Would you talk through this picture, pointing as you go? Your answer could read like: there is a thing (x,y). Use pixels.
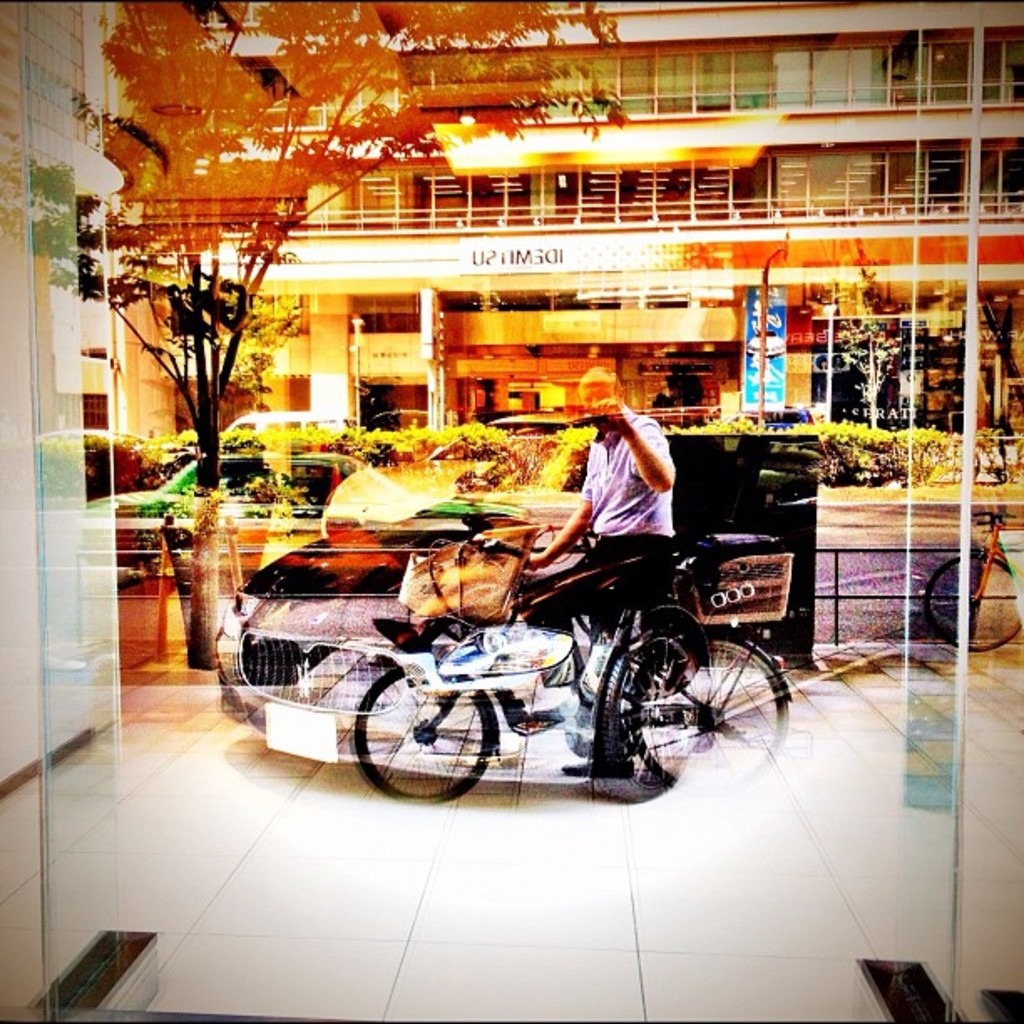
The image seems like an edited picture and there are trees (269,388), cars (241,421) and a man (565,540) and many other things (730,219) are visible in the image.
